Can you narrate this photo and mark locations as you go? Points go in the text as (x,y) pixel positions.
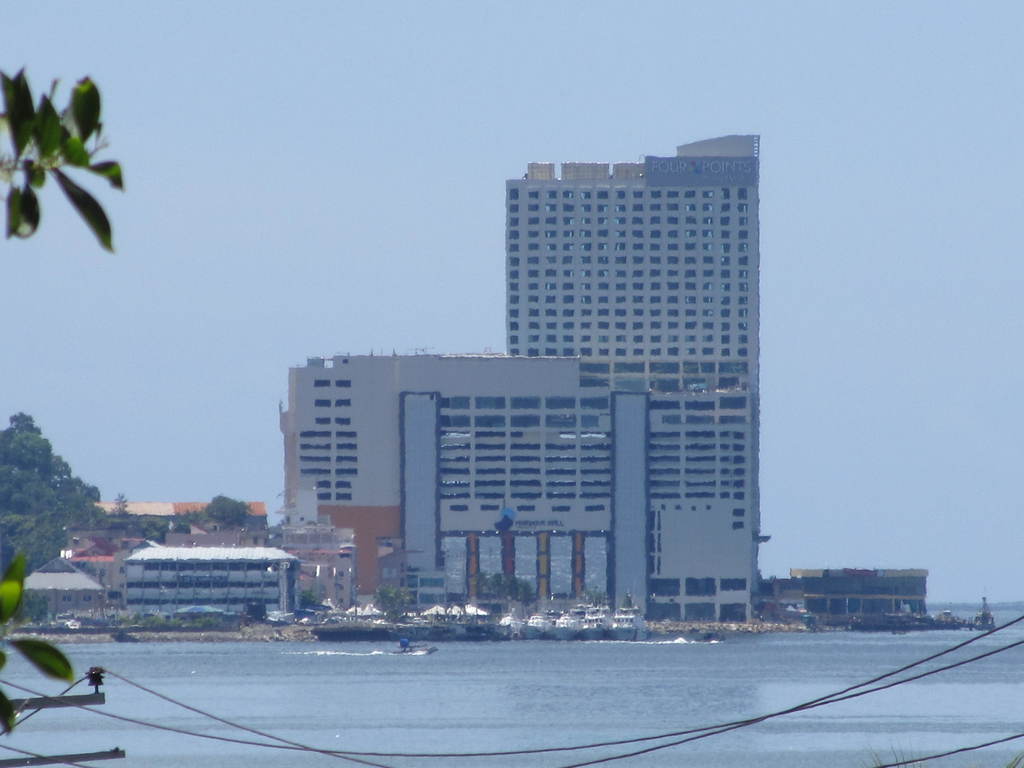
In the image we can see there are buildings (546,503) and these are the windows (345,473) of the building (339,459). This is a water (525,665), tree (49,464) and a sky (294,150), these are the electric wires (122,716) and boat (412,651) in the water (422,674).
